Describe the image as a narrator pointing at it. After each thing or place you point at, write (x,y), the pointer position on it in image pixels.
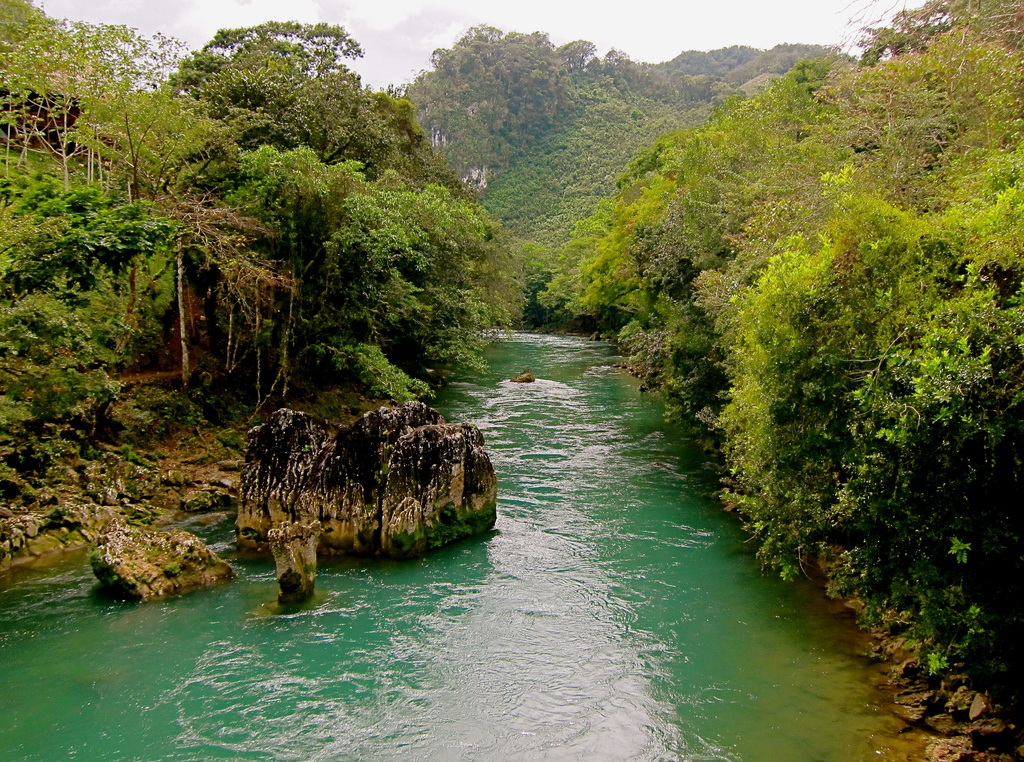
In this picture we can see water (523,654) at the bottom (501,635), on the right side (830,328) and left side (128,224) we can see trees (356,226), there is the sky (428,42) at the top of the picture (402,53).
